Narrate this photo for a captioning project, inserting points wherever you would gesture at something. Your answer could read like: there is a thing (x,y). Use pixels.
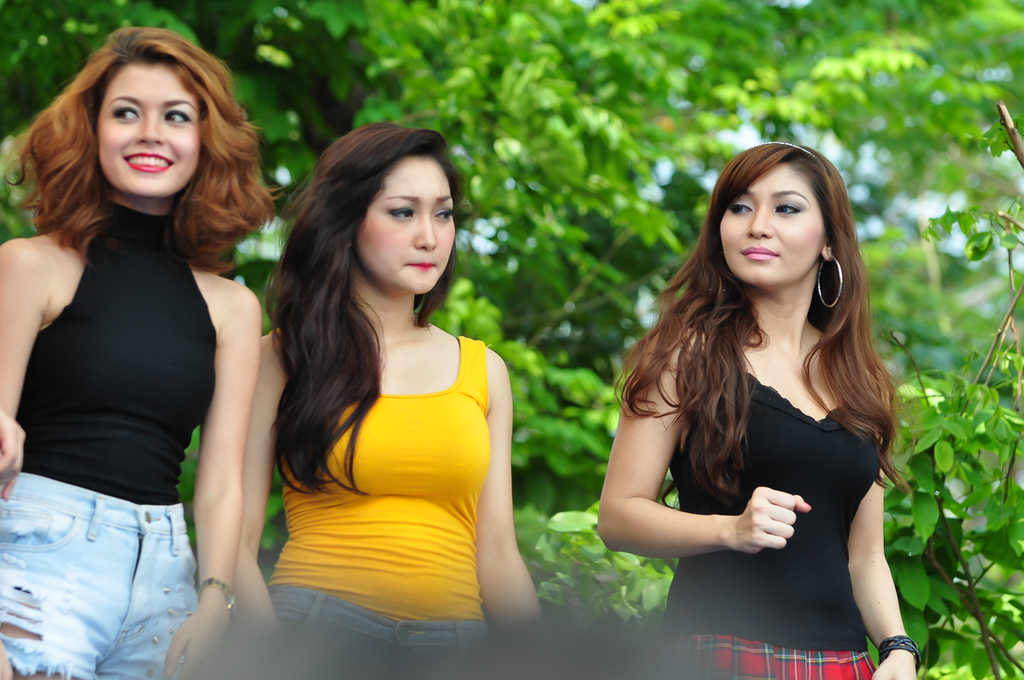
In this picture, we see three women (345,348) are standing. The woman (137,249) on the left side (204,216) is smiling and she might be posing for the photo. There are trees (522,269) in the background (508,201). This picture is blurred in the background (524,171).
